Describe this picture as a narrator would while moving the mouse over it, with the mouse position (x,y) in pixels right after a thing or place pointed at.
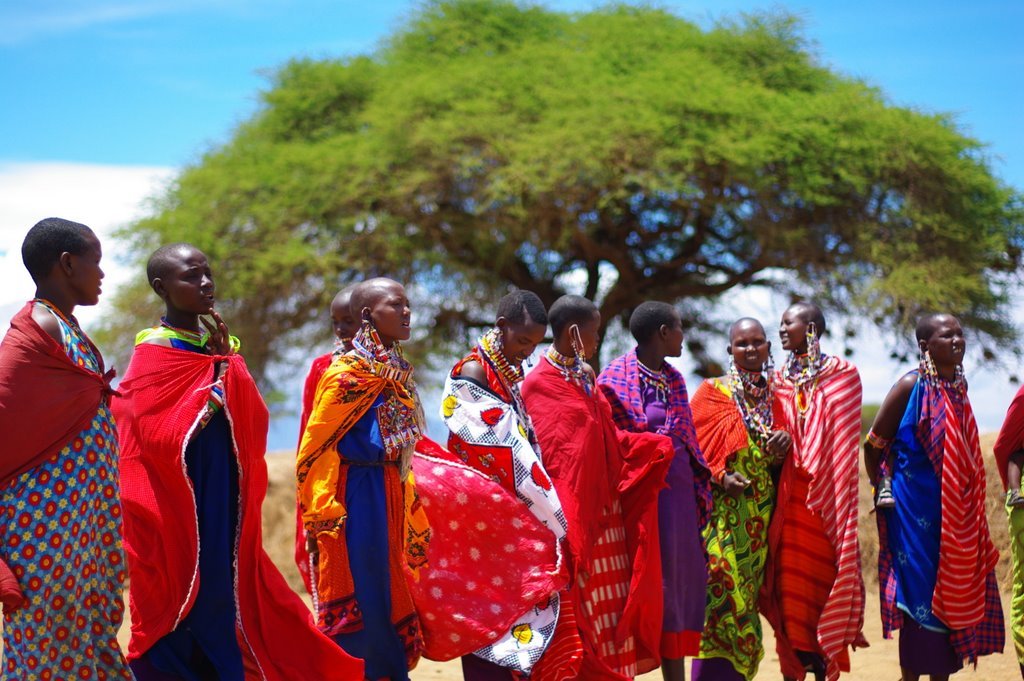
In this picture we can see a group of people (600,404) standing from left to right. We can see a tree (591,278) in the background (329,180). Sky (144,89) is blue in color and cloudy.
